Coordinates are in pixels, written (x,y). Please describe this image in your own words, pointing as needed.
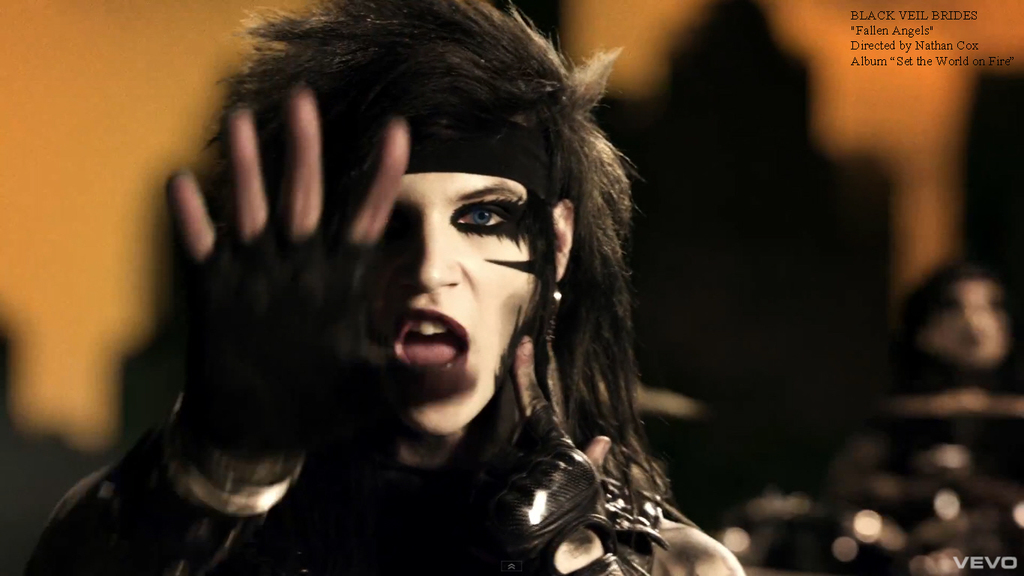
In this image I can see a person (429,540) wearing black color dress (656,525) and the person (541,133) is also wearing black color gloves (610,545) and I can see blurred background (24,12).
